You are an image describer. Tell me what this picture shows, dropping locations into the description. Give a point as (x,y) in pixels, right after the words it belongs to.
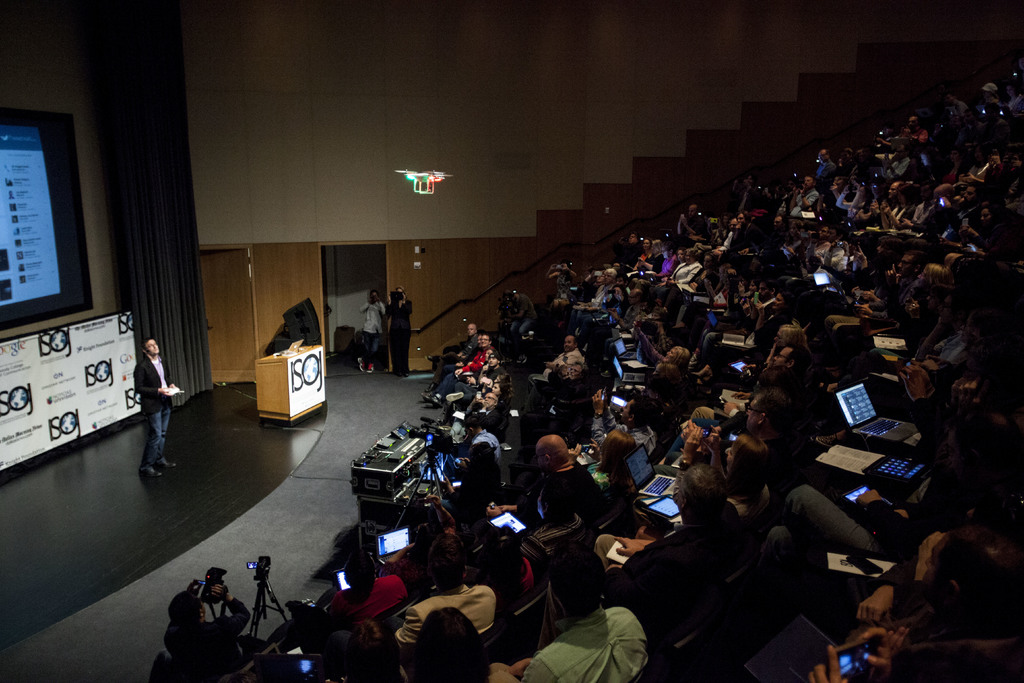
In this image, we can see a crowd (693,419) and there are many laptops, cameras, camera stands (259,593) and we can see a podium (257,386) and a person (166,417) standing and holding an object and there is a screen (54,228), board (130,346), a curtain (171,172), lights (409,181) and there is a wall (591,72). At the bottom (199,505), there is a floor (264,496).
